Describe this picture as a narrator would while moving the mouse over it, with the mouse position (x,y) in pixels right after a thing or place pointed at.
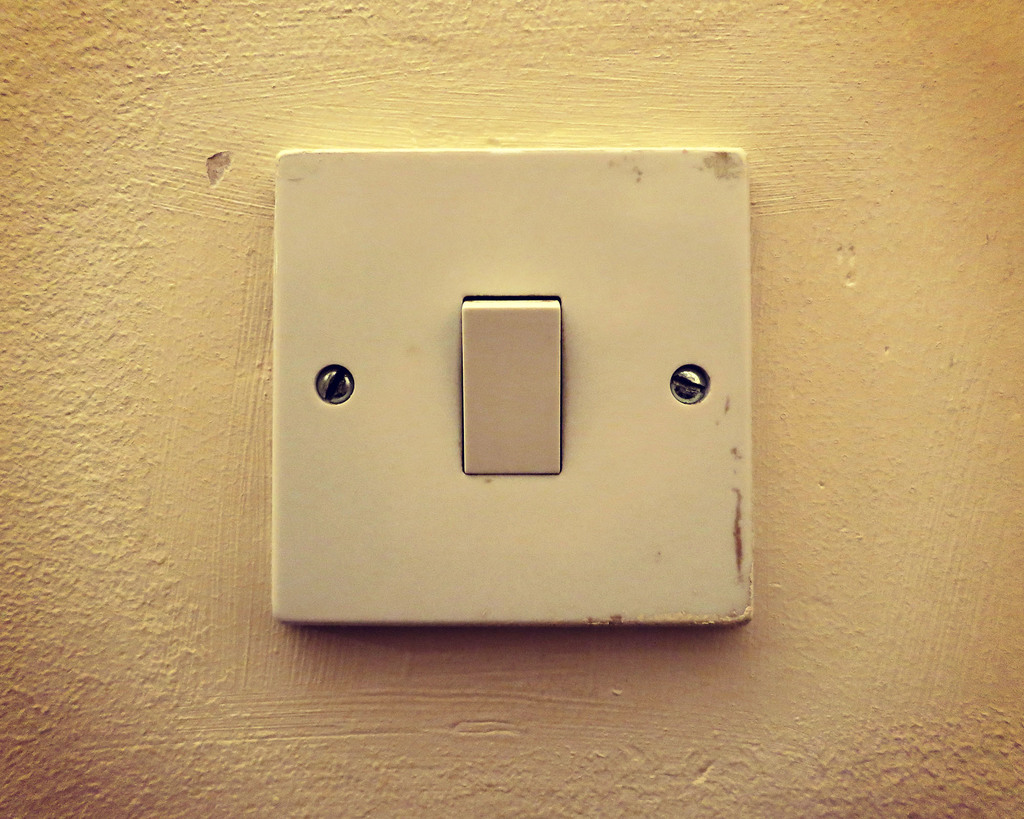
In this image we can see a switch board (489,317) fixed to a wall (536,135).
